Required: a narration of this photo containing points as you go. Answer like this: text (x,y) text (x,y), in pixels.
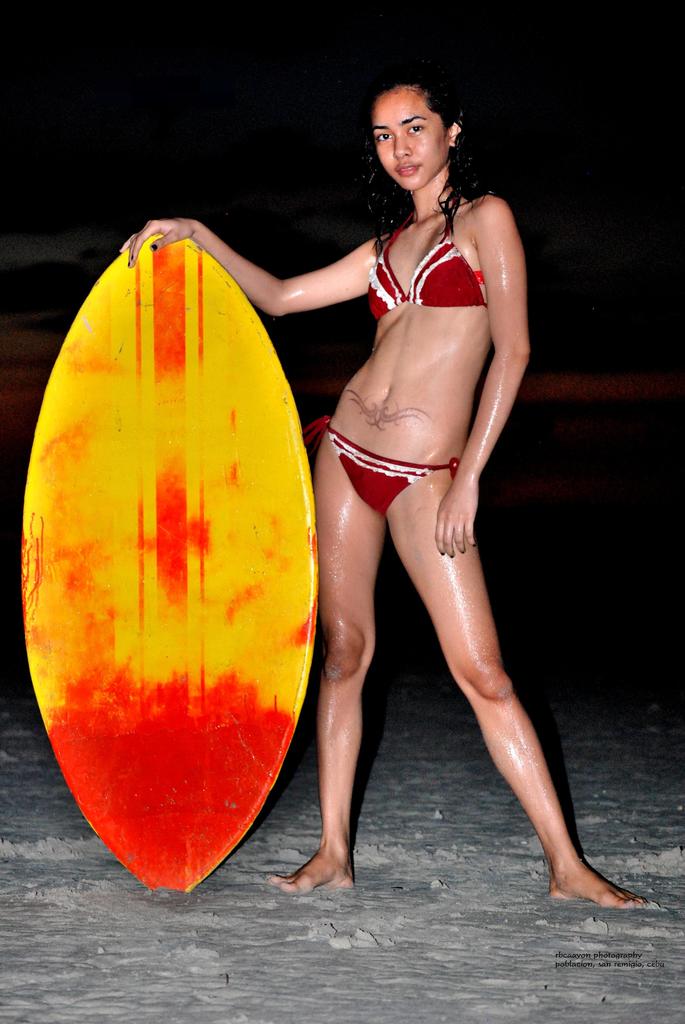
In this picture we can see a woman (370,255). She laid her hands (181,227) on the surfboard (183,252) and posing to a camera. Background (67,179) is dark.
